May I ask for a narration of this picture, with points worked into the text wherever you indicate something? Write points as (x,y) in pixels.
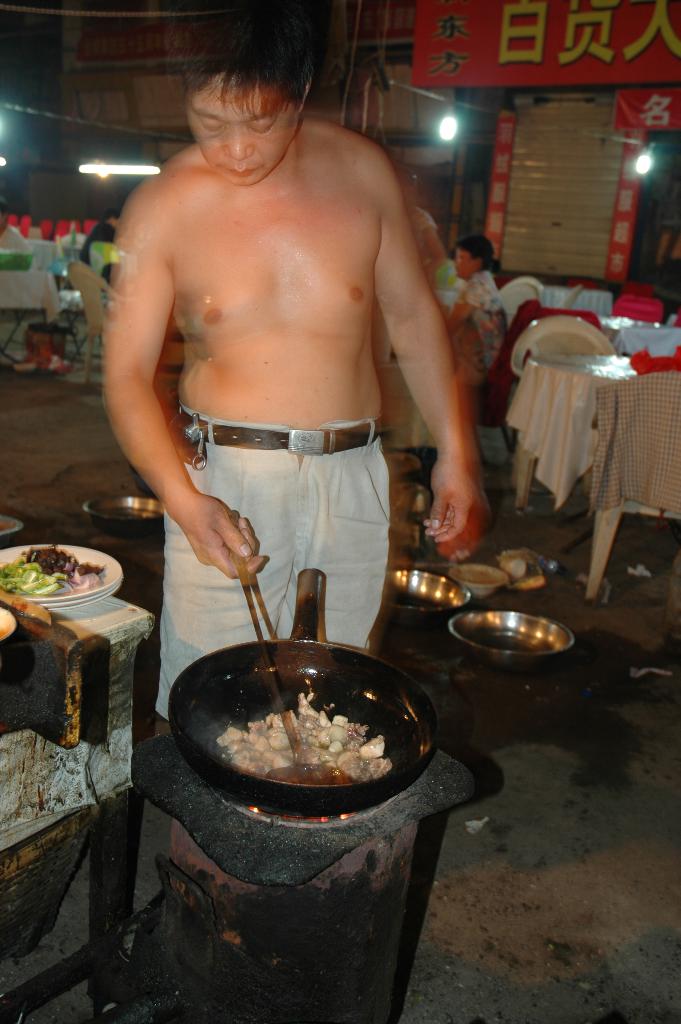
In the image we can see there is a man (277,394) who is standing and he is cooking a dish (286,776) in a bowl (296,795) and beside there is a table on which there are food items (66,573) and at the back (492,334) people (473,298) are sitting on chair (510,314).
